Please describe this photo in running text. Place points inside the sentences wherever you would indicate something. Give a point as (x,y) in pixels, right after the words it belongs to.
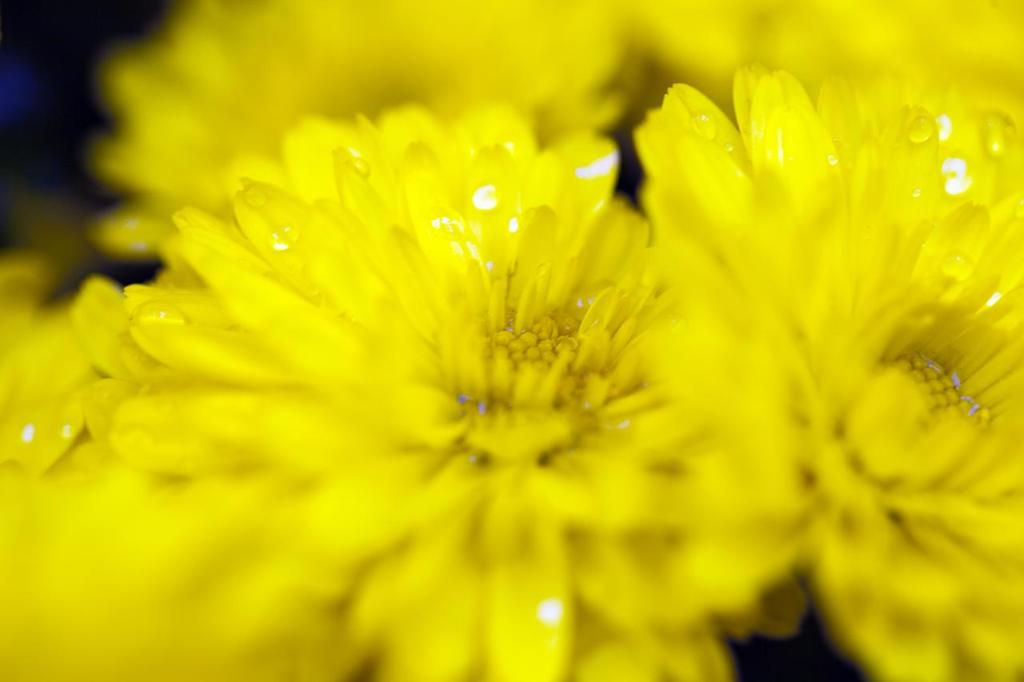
In this image, there are yellow flowers (387,459). There is a dark background (85,49).
